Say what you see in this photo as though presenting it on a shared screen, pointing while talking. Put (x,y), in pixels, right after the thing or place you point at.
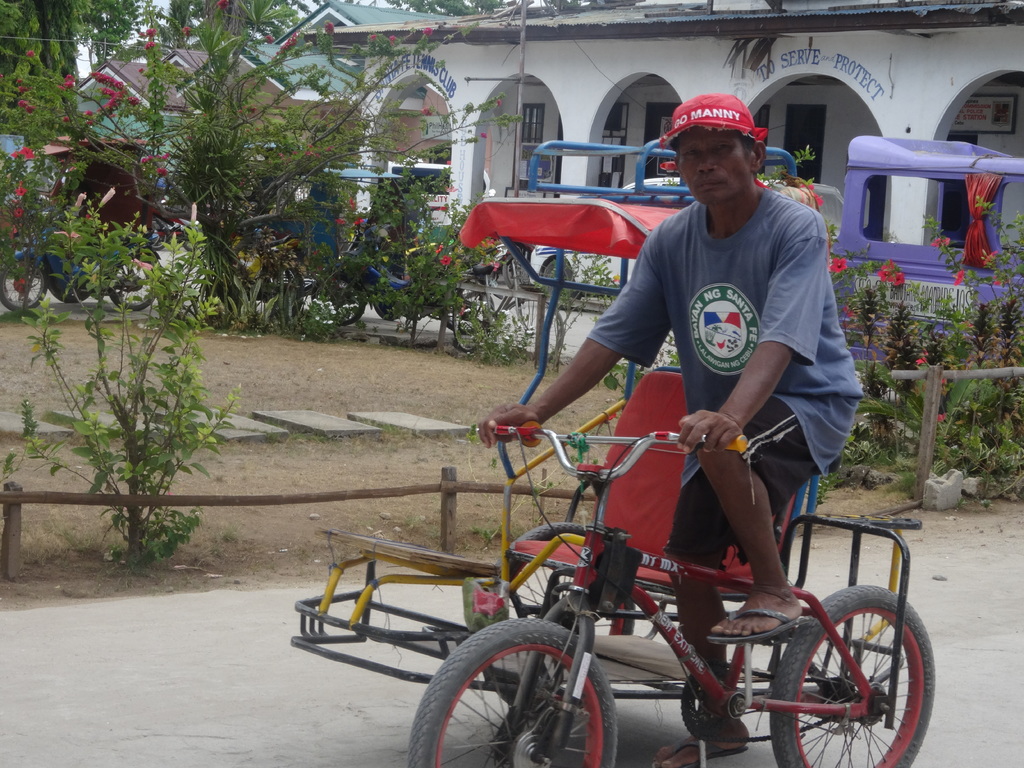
This picture is taken on the road (766,687) where a man (760,366) is riding a bicycle (813,680) wearing red colour hat (717,112). In the background (467,63) there are buildings (349,57), wall (672,65) with the name (851,68) written To serve protect. And there are plants (152,358) and trees (244,158).
